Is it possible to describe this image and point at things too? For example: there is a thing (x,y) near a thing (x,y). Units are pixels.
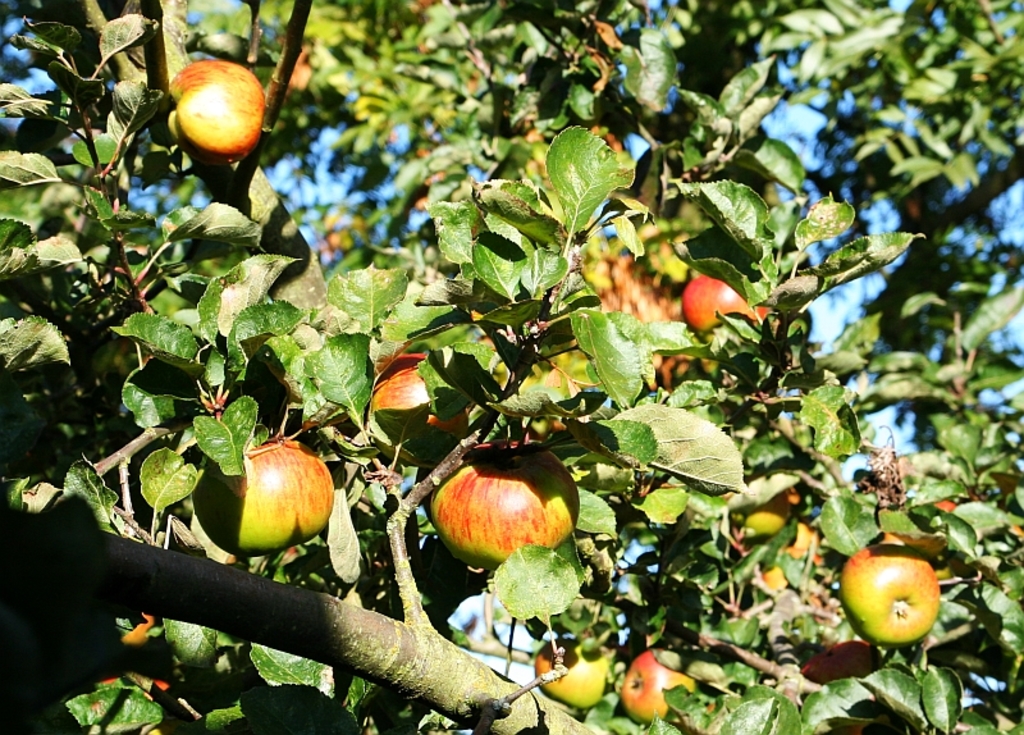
I think this is an apple tree (776,618). I can see the apples (856,571) hanging to a tree (703,614). These are the leaves (410,319) and branches (542,732).
